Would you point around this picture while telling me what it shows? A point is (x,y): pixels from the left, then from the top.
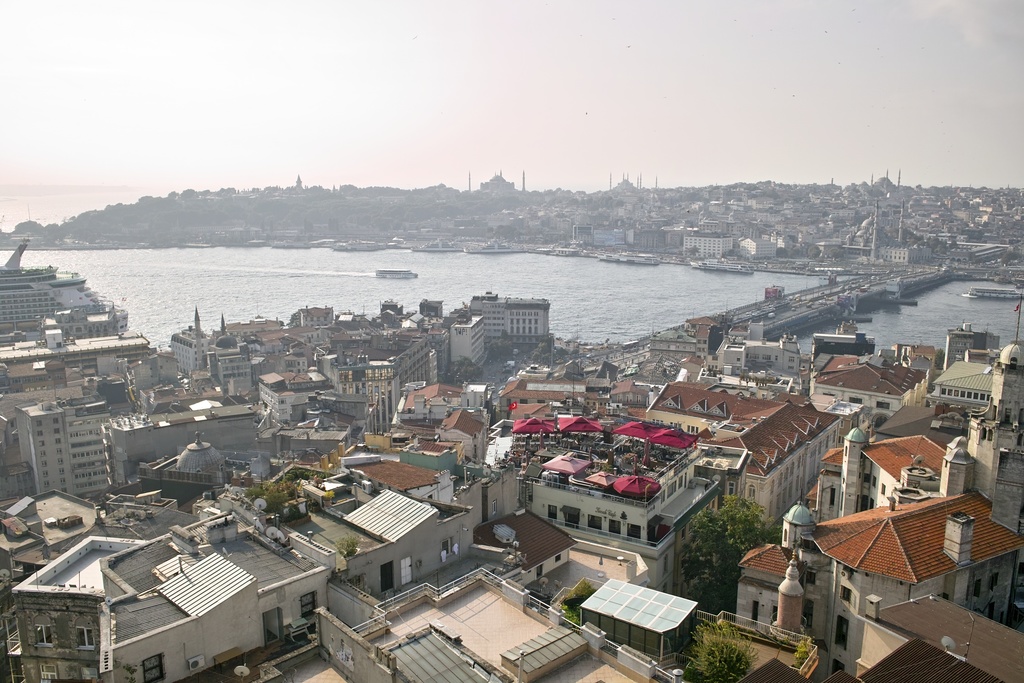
In this image at the bottom (405,535) there are some buildings (361,648) trees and houses (590,388), and in the center (611,289) there is one river (321,284) in the river (394,286) there are some boats (112,301) and in the background (882,248) there are some houses (840,227) and buildings (875,236). At the top of the image (597,104) there is sky (399,111).
